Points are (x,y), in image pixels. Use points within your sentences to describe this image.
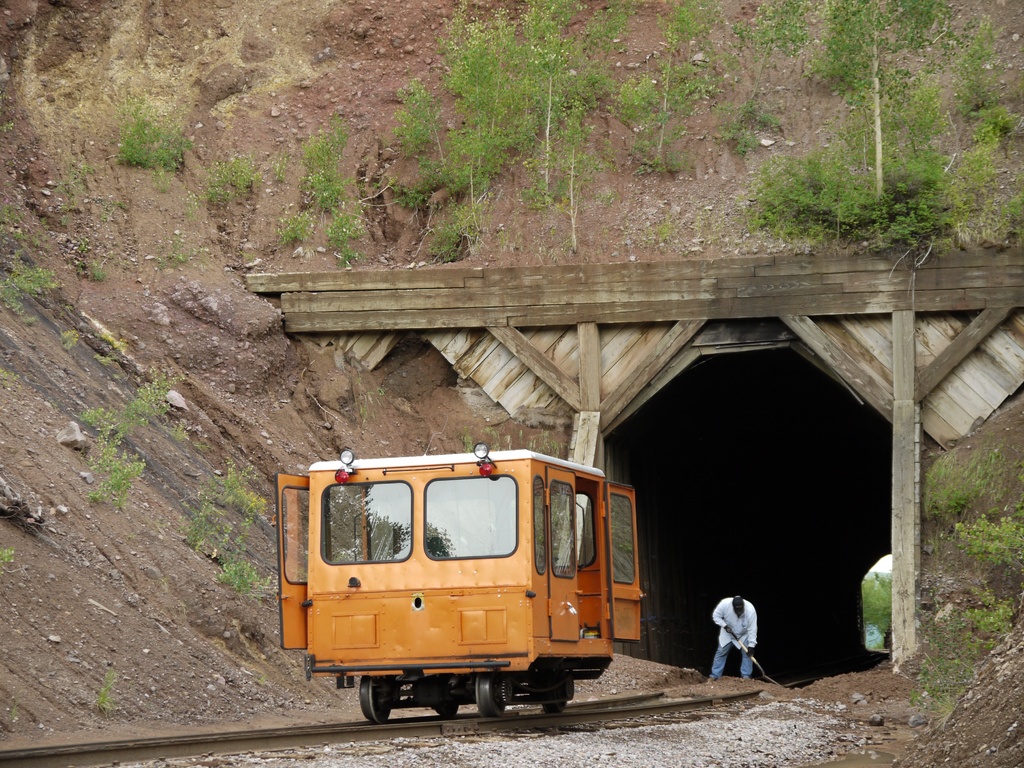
This looks like a vehicle (450,599), which is on the railway track (713,692). Here is a person (725,641) standing and holding an object (766,677). This looks like a tunnel (816,364). I think this is a hill (288,46). These are the trees (908,161) and plants (463,47).
